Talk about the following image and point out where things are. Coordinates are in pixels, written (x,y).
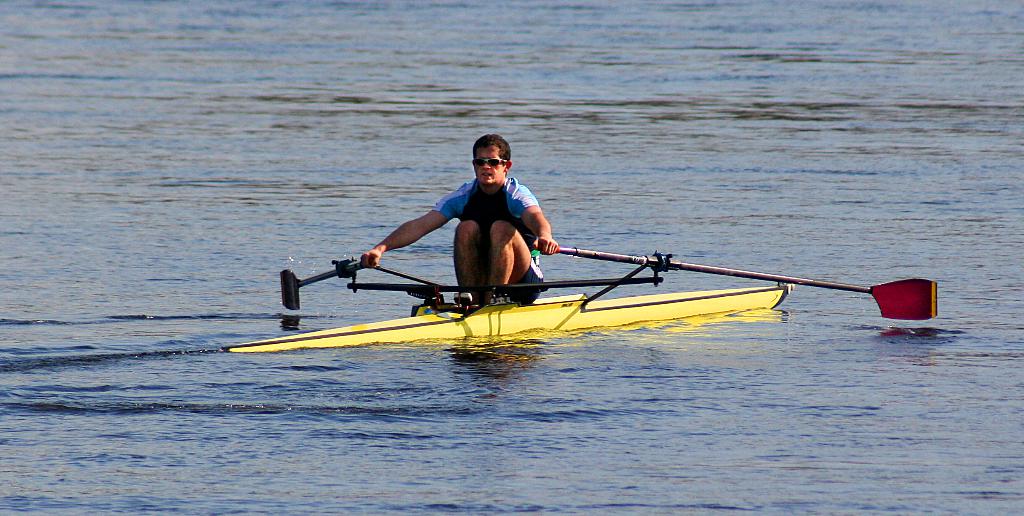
In this image there is a man (483,265) rowing in the water (341,366) by sitting on the boat (512,325).
